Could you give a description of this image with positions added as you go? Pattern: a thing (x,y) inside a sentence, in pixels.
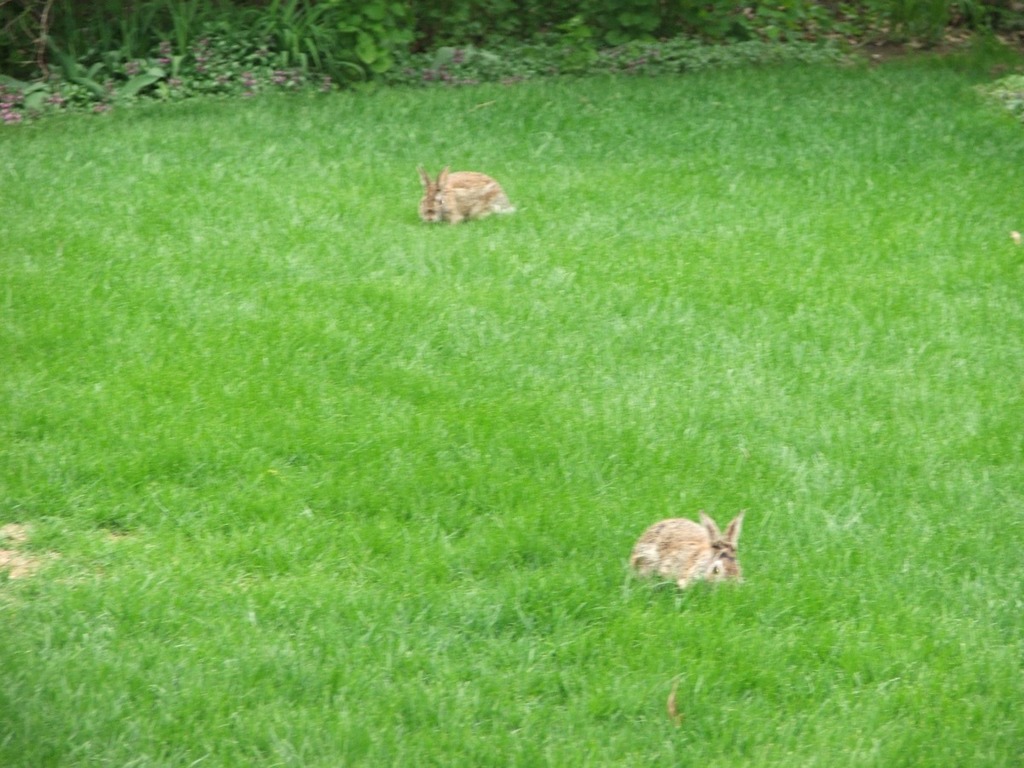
In this image we can see a grassy land (720,504). There are two rabbits (479,188) in the image. There are many plants (501,38) in the image.
